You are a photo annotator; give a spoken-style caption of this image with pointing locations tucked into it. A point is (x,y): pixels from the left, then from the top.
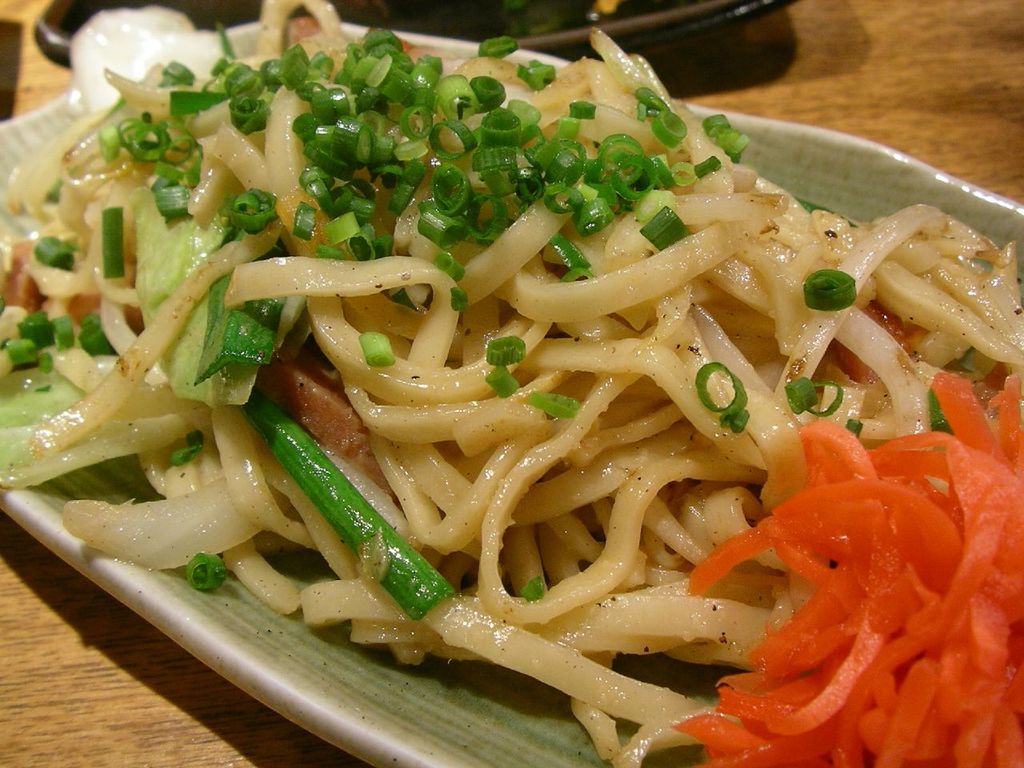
This is the plate (460,671) with spaghetti (541,412), spring onions (377,153), pieces (172,289) of cabbage (147,278) and carrot (847,579). I think this plate (842,154) is placed on the wooden table (895,71).
